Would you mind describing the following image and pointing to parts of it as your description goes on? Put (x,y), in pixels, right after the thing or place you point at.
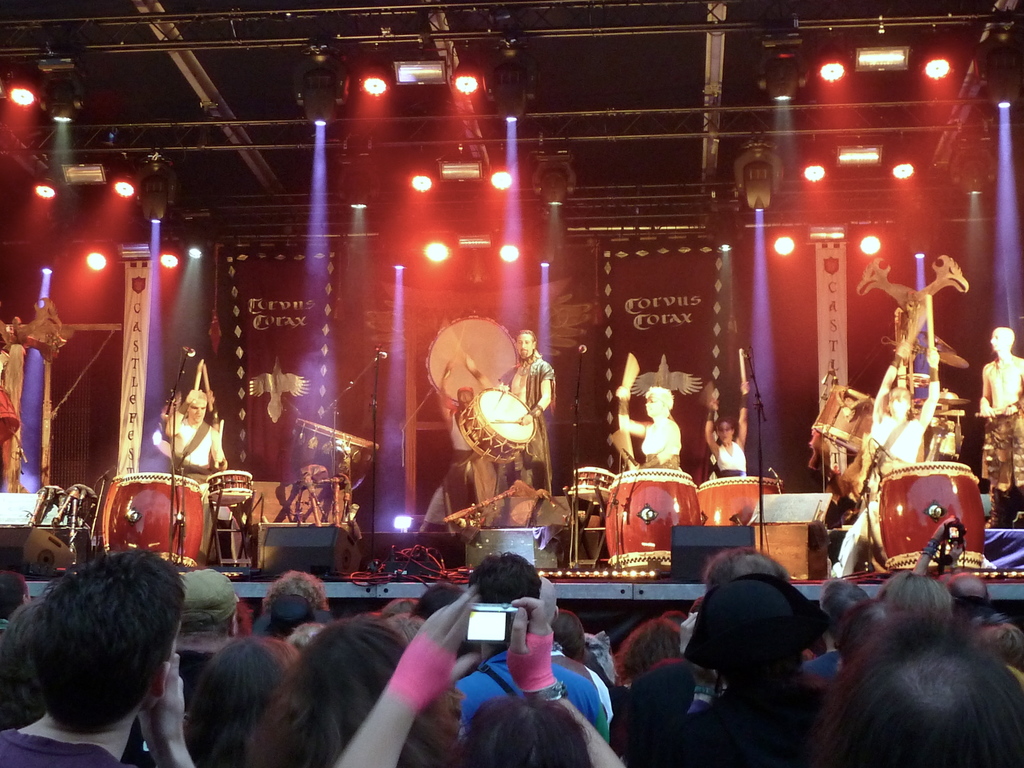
There is a group of people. They are standing on a stage (397,454). They are playing a musical instruments (655,540). In the center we have a person (461,630). He is holding a camera (498,618). We can see in background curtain (482,270), banner (663,278) and lights (419,68).
